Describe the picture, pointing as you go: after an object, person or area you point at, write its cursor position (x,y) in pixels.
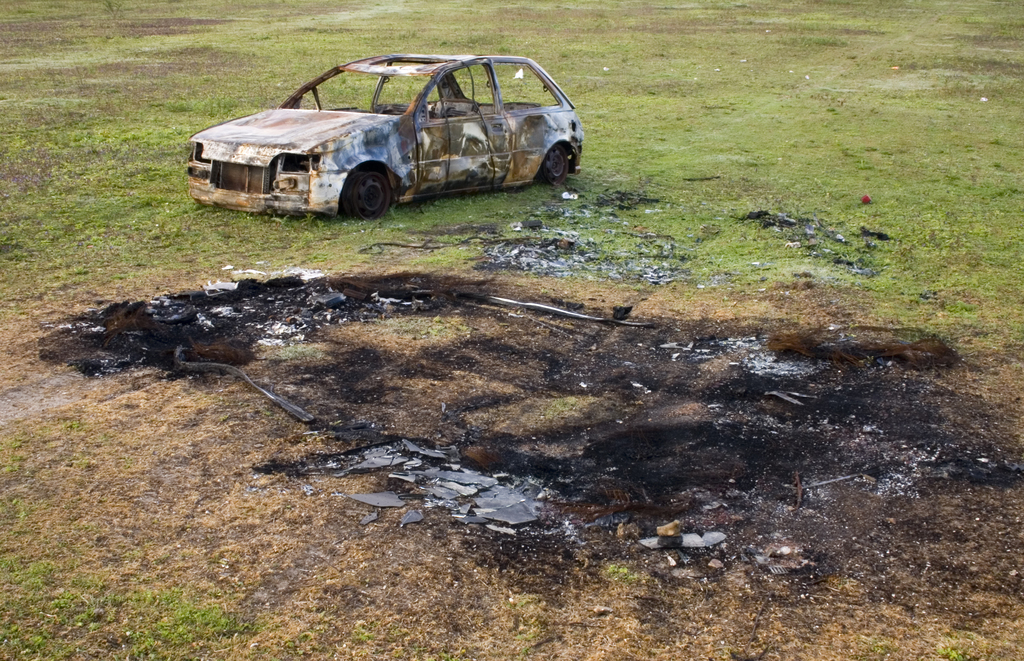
In this image we can see a burnt car (267,171). At the bottom of the image (143,622) there is grass (176,603).
